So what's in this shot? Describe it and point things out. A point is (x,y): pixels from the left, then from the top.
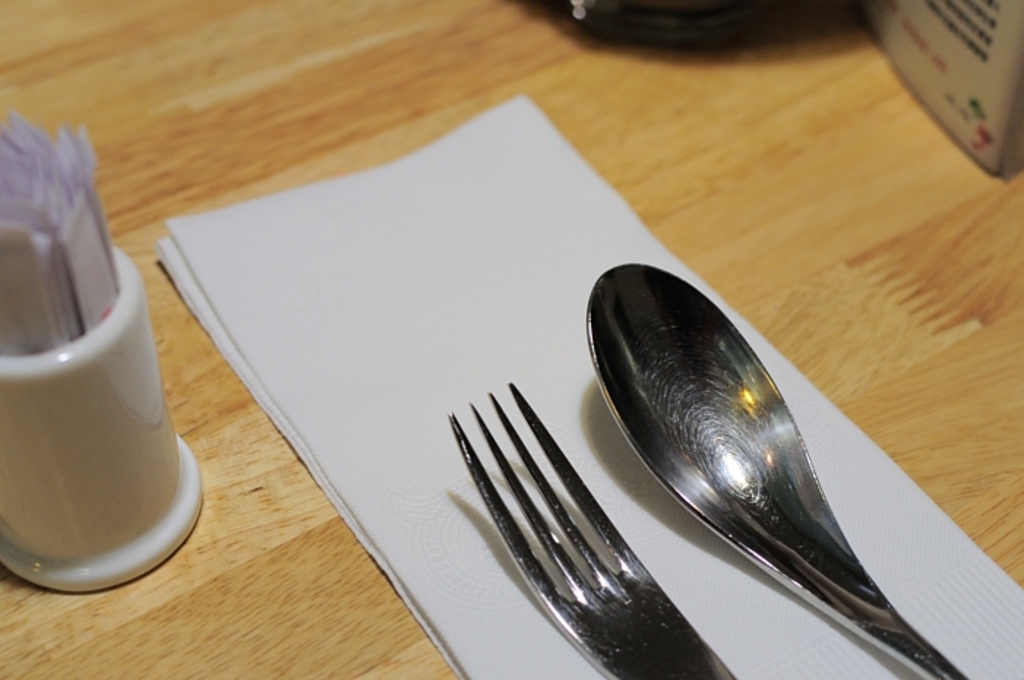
In the picture we can see a wooden table (62,116) on it we can see some tissues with fork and spoon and beside it we can see a white color glass (120,339) with some papers (5,195) in it.
